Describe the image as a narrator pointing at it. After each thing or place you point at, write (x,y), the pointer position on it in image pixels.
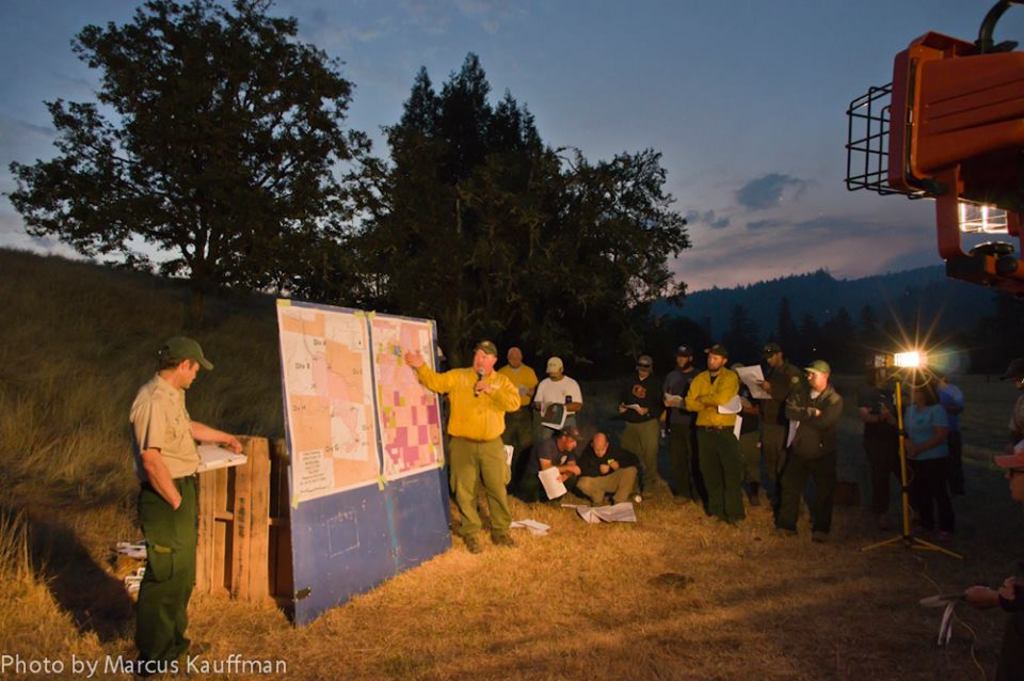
There are people (441,384), this man (431,367) holding a microphone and few people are holding papers (234,460). We can see posts (302,465) on a board (301,528), grass (245,384), light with stand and object (251,478). In the background (792,334) we can see trees (995,329) and sky (809,177) with clouds (879,229).
